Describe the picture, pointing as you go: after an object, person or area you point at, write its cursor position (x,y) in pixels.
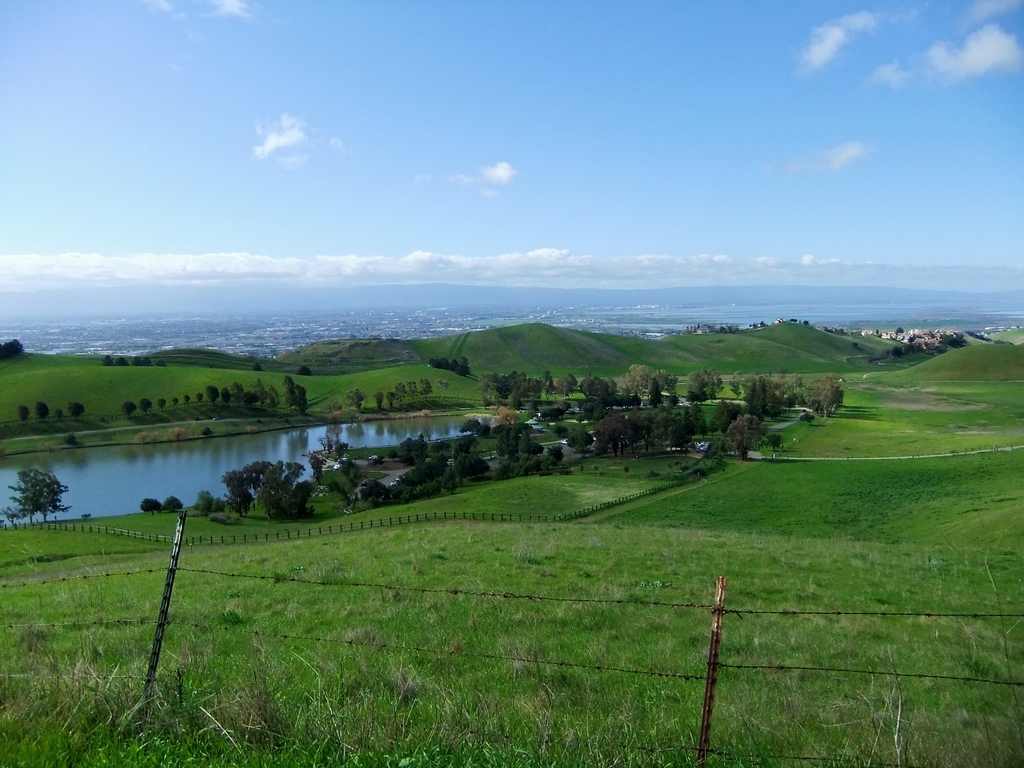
In the foreground of the picture (593,521) there are crops (309,643), fencing (238,632) and shrubs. In the middle of the picture (518,404) there are trees (492,431), fields (316,505) and water body (107,469). In the background (550,309) we can see aerial view of a town (902,334) or city (420,328). At the top (381,164) there is sky (572,127).
